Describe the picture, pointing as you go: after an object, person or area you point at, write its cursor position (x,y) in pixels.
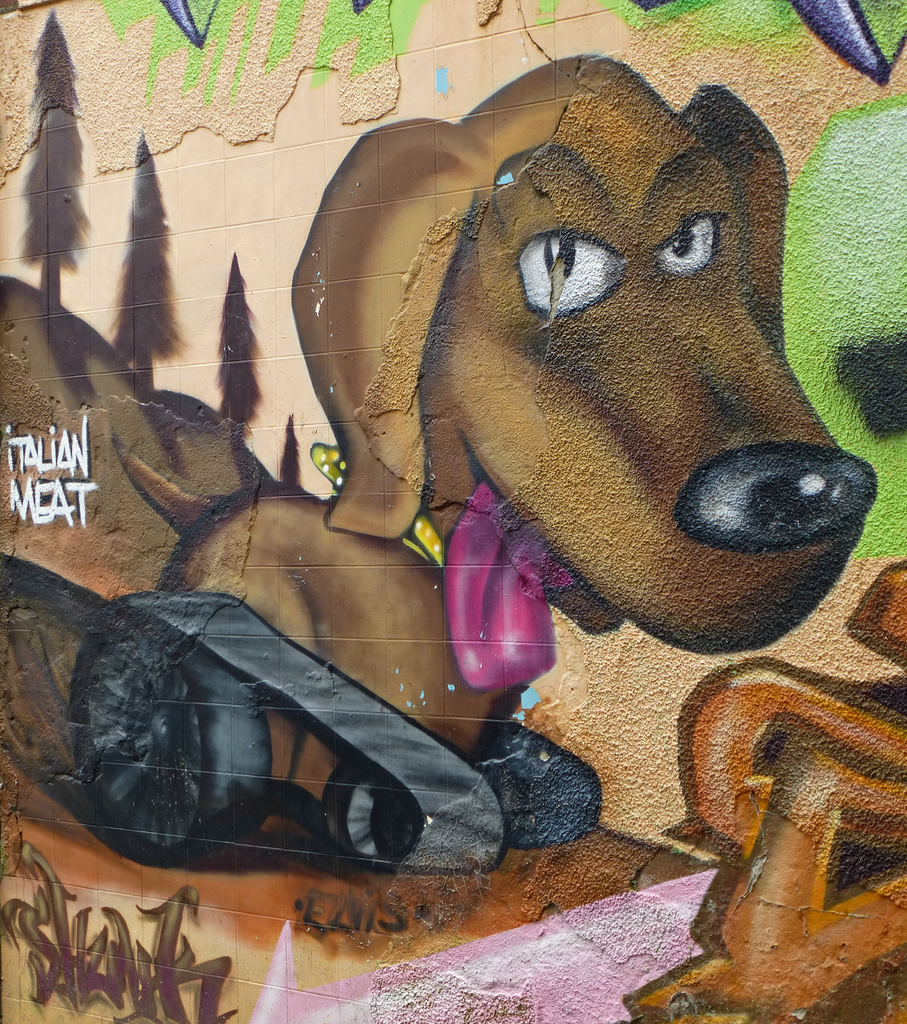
In this image I can see graffiti (449,433) on this wall (449,433). I can also see something is written over here in white colour.
